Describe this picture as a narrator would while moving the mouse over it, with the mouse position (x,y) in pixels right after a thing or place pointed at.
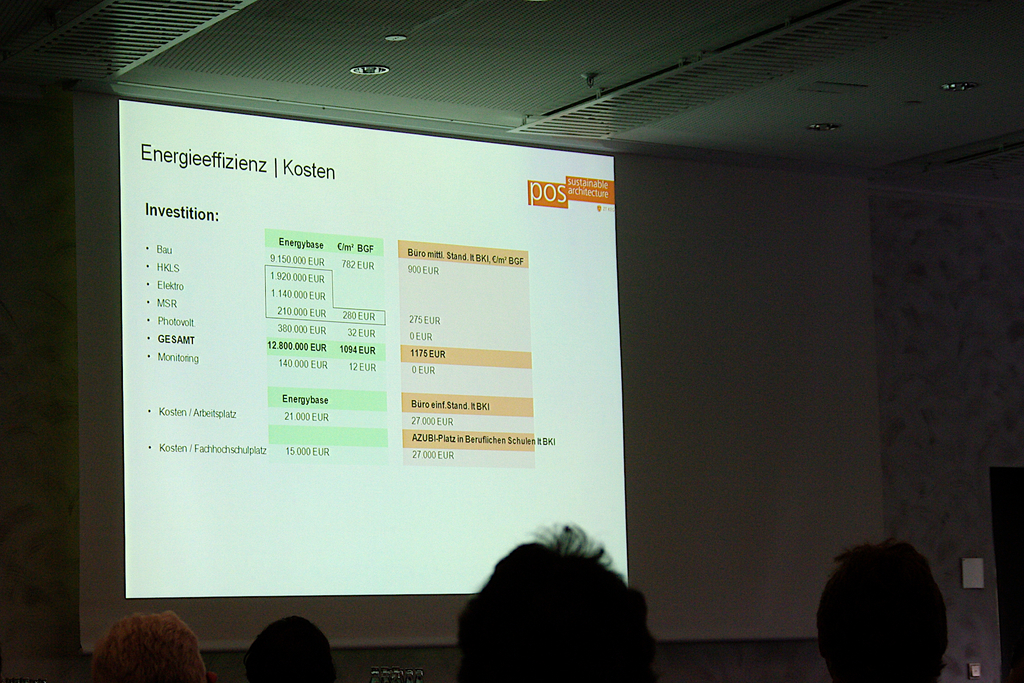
In this picture we can see some people (636,671) and in front of them we can see a screen (263,388), wall (948,426) and some objects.
